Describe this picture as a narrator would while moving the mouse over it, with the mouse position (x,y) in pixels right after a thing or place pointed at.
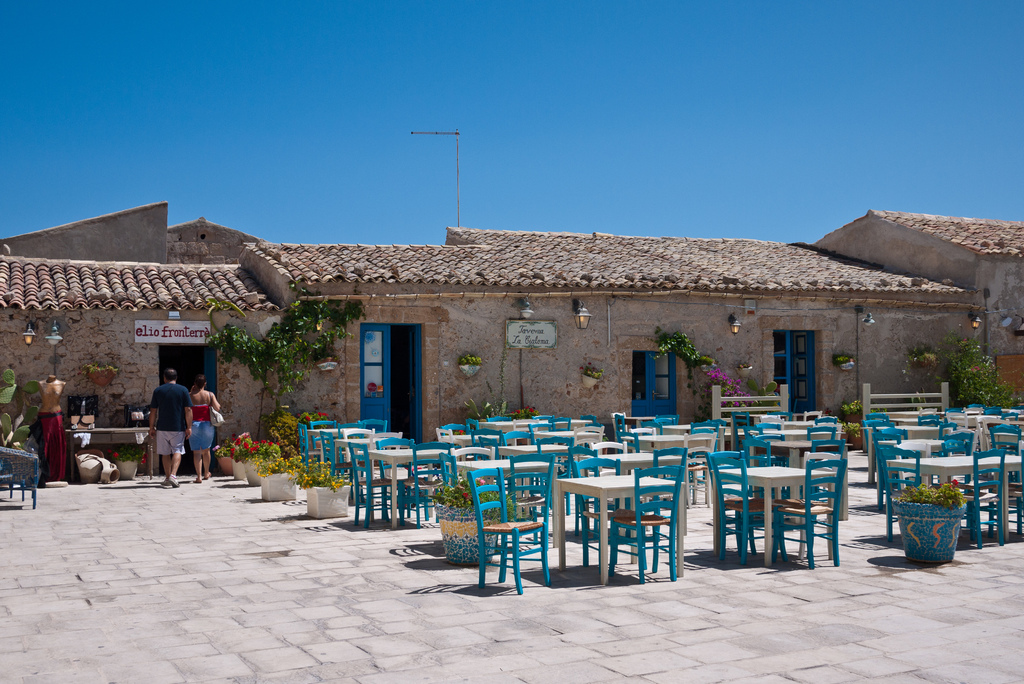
This is a picture taken in the out door, there are the tables (770,485) in white color and the chairs (745,502) in blue color this is a flower pot (931,501) and this is a floor (409,617) and the two persons (211,428) were walking to the house (404,349) and to the wall (341,364) there is a light (581,314) and the background of the house (615,281) is sky (254,96).
